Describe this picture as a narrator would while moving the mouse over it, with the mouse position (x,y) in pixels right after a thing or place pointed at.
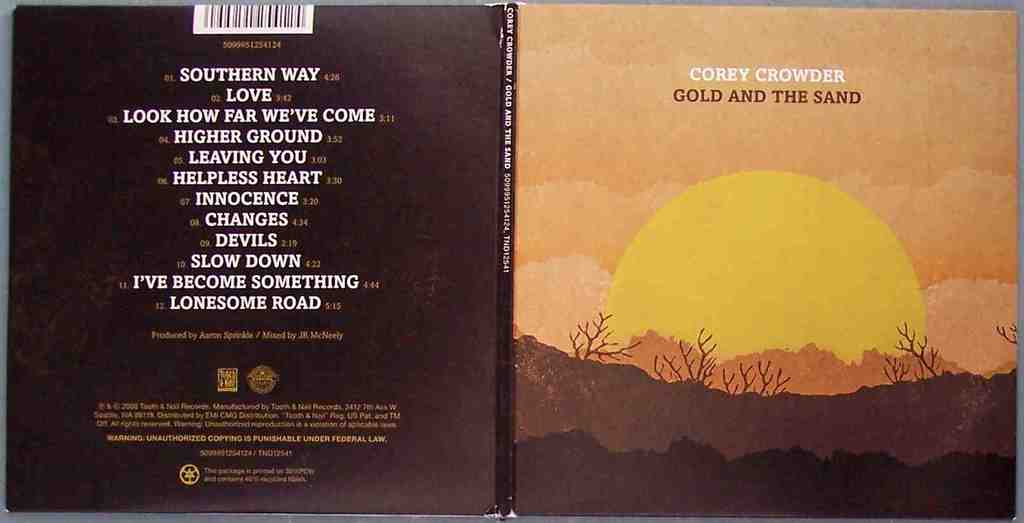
In this image we can see a book (256,145), on that book (306,153), there are text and images (805,299).
